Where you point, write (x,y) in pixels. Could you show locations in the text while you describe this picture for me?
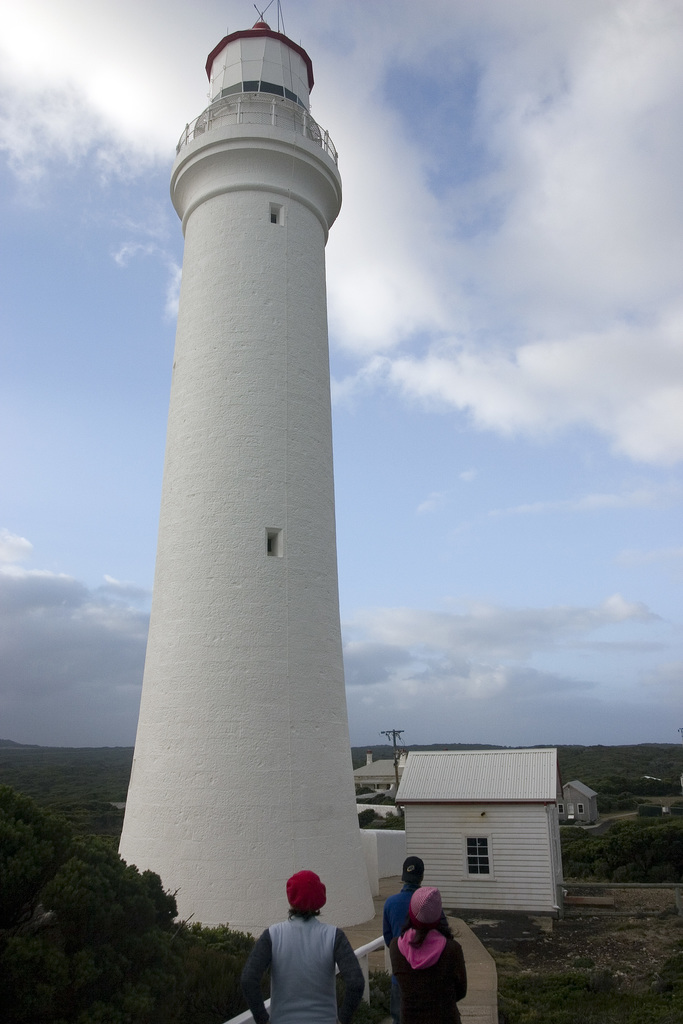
In this image I can see the ground (585,943), the path (467,958), few persons (405,993) standing on the path (372,933), the railing (377,940), few trees (22,886), a huge white colored tower (270,871) and a white colored house (455,808). In the background (364,812) I can see few sheds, few trees (580,833), a pole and the sky (402,381).
